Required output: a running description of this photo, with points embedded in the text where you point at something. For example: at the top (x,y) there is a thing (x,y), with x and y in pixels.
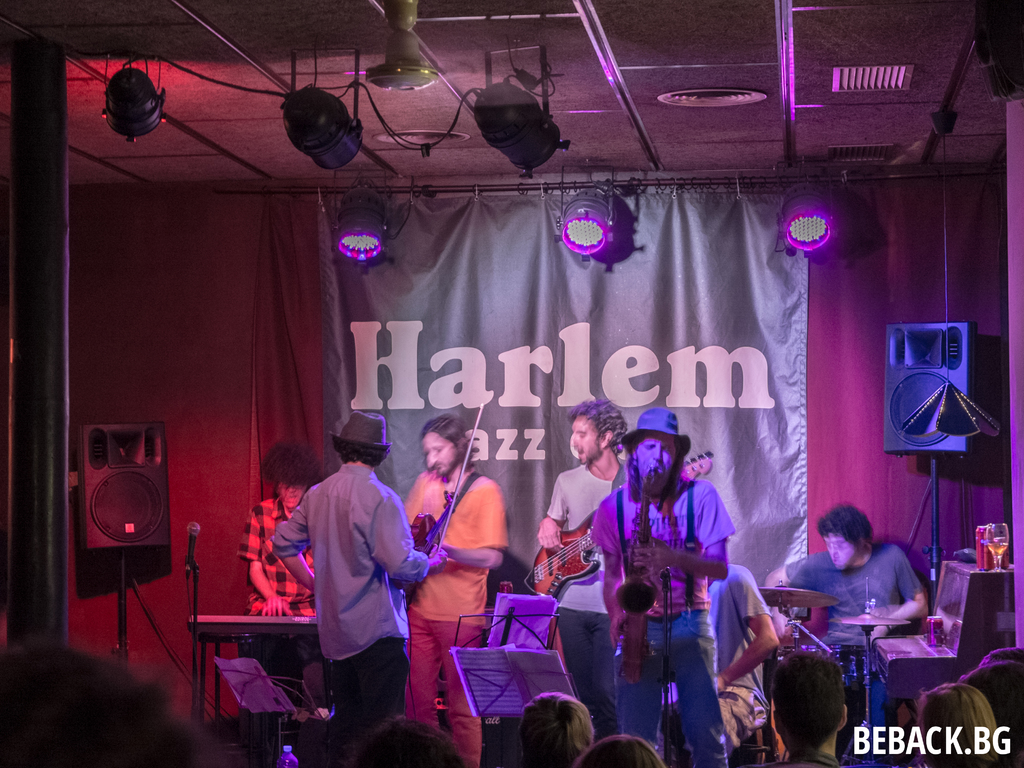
In this image we can see people (334,550) are playing musical instruments (1000,612). Here we can see a mike (195,635), speakers (115,513), banner (460,270), cloth (298,387), wall (243,443), pole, lights (150,131), fan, and ceiling (647,155). At the bottom of the image (32,665) we can see people (380,721) and some text (930,732).
